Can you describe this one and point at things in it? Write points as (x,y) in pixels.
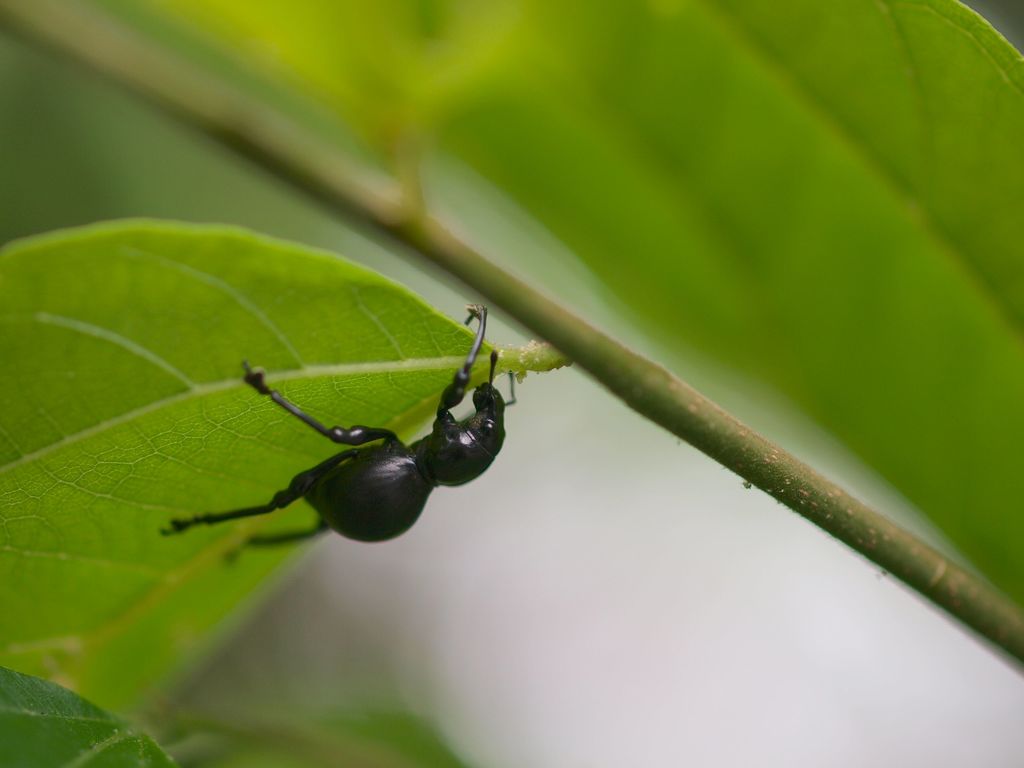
In the foreground of this image (413,460), there is a black insect (413,445) on a leaf (326,345). At the top (647,78), there is another leaf (496,161) to a stem (597,356).
